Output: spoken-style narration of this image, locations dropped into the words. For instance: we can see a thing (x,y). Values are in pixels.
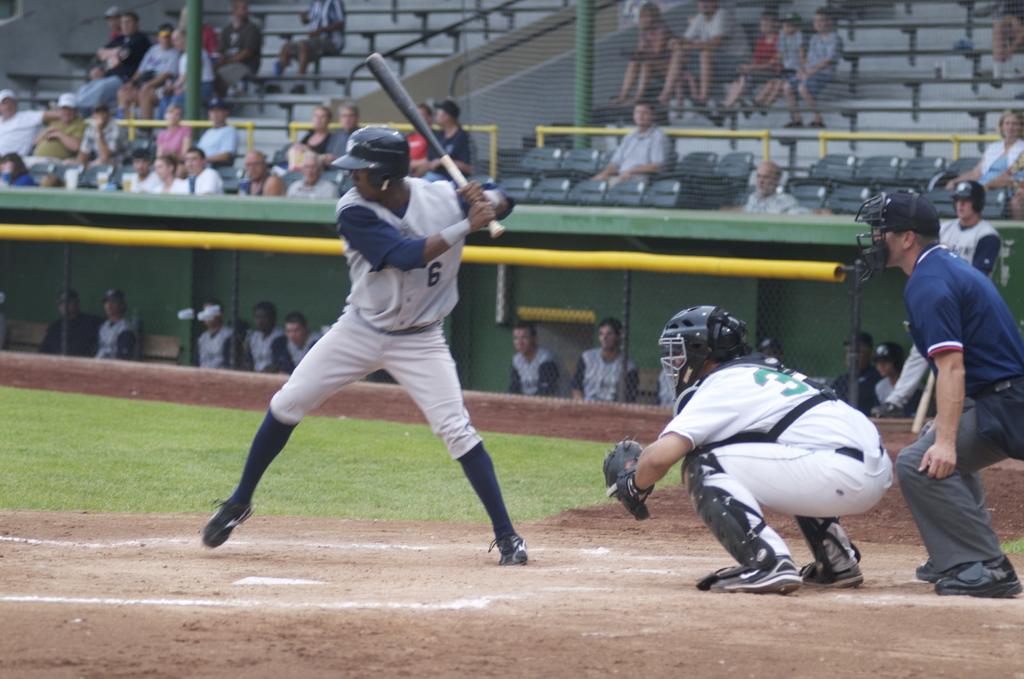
This picture shows a man (434,206) playing baseball. He is holding a baseball bat (393,80) in his hand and a helmet (387,163) on his head (385,181) and we see few people (973,424) standing on the back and they wore helmets (728,354) and a man (776,395) wore gloves (625,472) to his hands (639,469) and we see few people (628,149) seated on the chairs (345,60) and watching and few of them standing and we see grass (158,434) on the ground (133,444).
